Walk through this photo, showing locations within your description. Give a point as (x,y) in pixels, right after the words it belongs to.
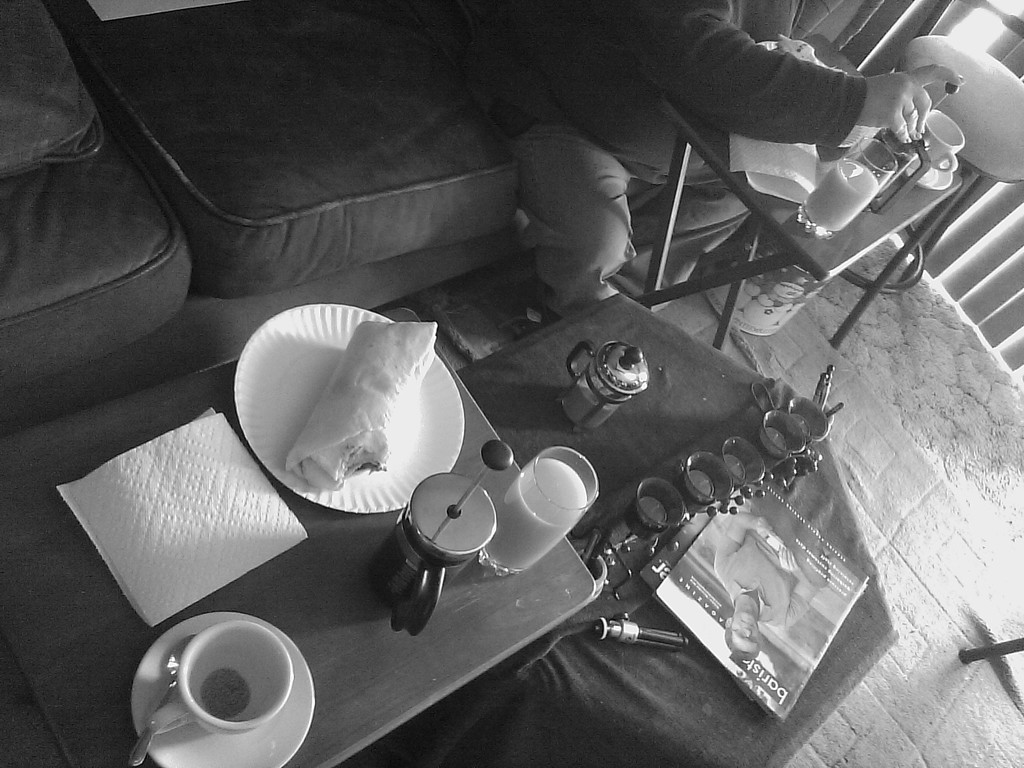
In this image on the right side (707,89) there is one person (604,84) who is sitting on a couch (48,157). In front of him there is one table (851,241) on the table (836,241) there are two glasses (849,205) and cups (938,146) and tissue papers (781,154) are there and on the bottom of the left corner (338,639) there is another table (521,576). On that table (233,407) there is one plate (285,356) one cup (218,659) saucer (153,680) tissue paper (186,559) glass (519,525) is there. Beside that table (421,636) there is another table (680,659) and that table (649,545) is covered with a cloth (614,470) on that table (632,491) there is one book (768,543) and some cups (657,503) and one jar (620,381) is there.
